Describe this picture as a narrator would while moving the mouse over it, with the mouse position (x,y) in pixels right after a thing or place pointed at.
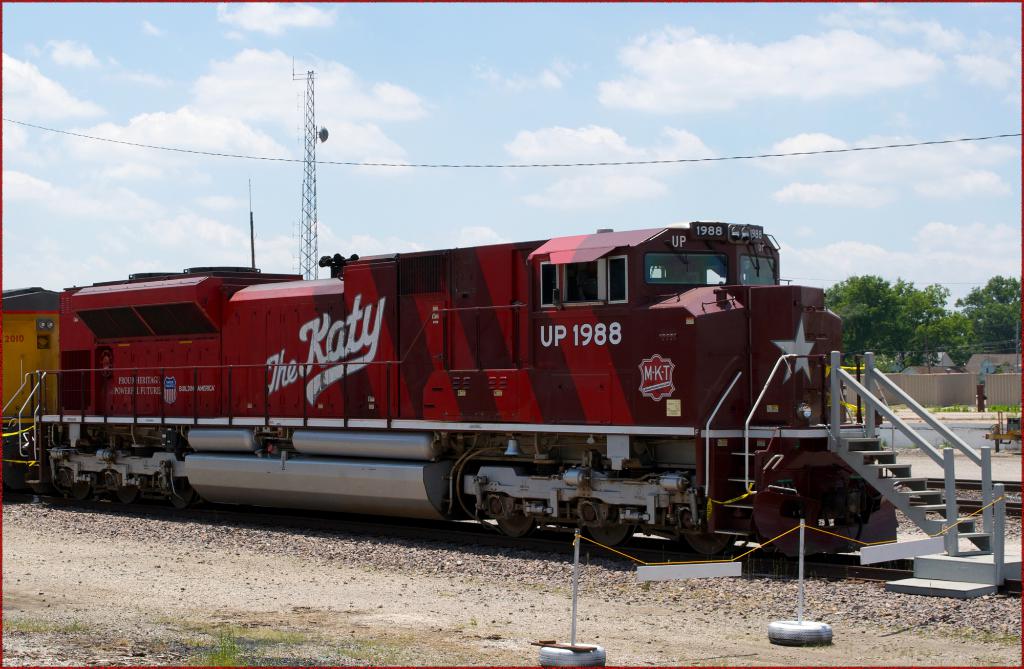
In this image we can see there is a train (617,536) on the ground (585,551) and there are stairs (887,388), poles (981,399), threads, houses (995,360), trees (861,300), fence (948,388), antenna (316,149) and the sky (512,134).
